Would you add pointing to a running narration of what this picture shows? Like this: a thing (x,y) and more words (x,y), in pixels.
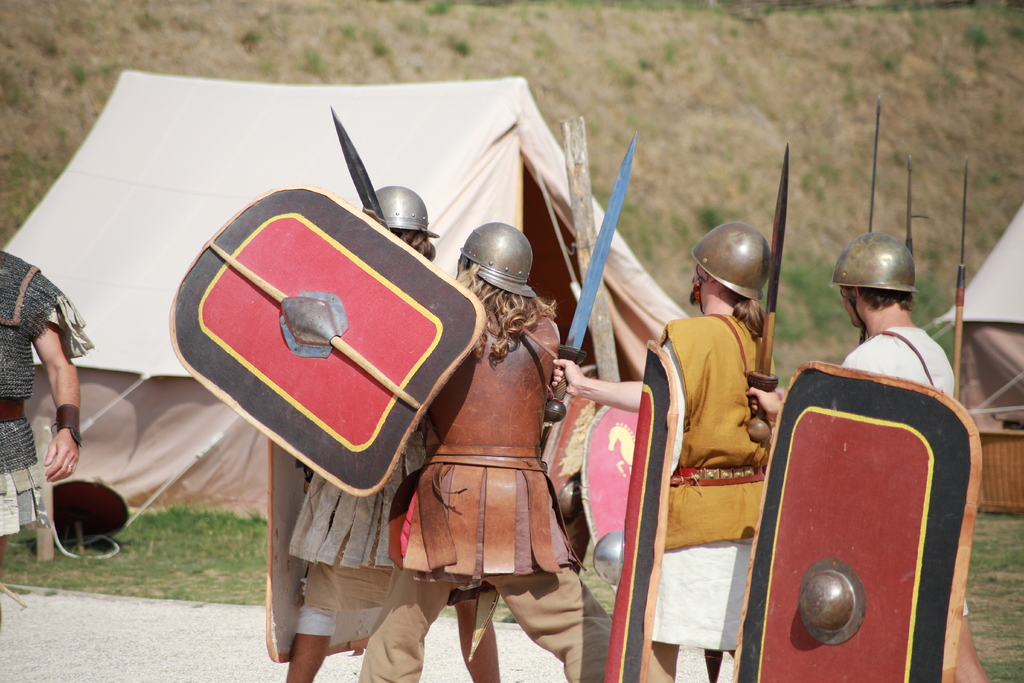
In this picture we can see few people (440,429) are walking on the ground (357,676), they are holding some boards (369,336), sword (552,409), side we can see some tents (135,288) on the grass (150,519).
